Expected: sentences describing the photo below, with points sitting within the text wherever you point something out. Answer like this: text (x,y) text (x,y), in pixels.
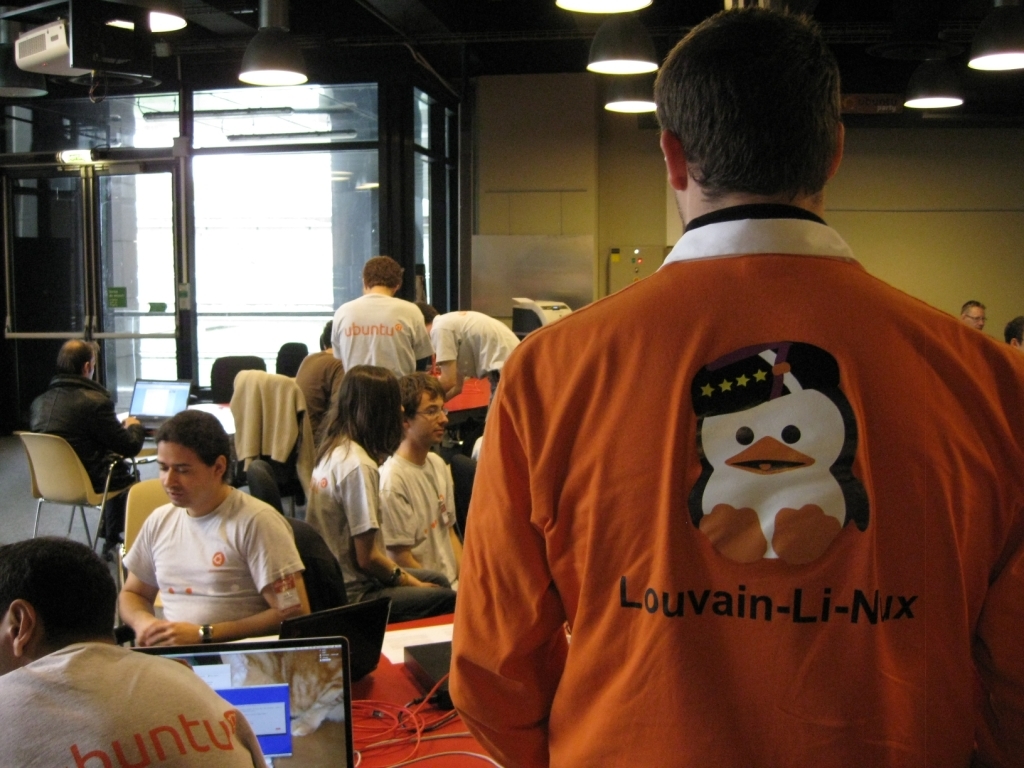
In this image there are group of people (360,517) who are sitting and in the right side of the image (744,439) there is one person (736,308) who is standing and there are some chairs (68,449). In the left side of the middle of the image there is one person (76,421) who is wearing black jacket (85,420) is sitting on a chair (82,464) and he is looking at laptop (148,409) and on the top of the image (534,131) there is one wall (554,173) and on ceiling (467,49) there are some lights (989,67) and on the left side (182,193) there is one window (298,202).
